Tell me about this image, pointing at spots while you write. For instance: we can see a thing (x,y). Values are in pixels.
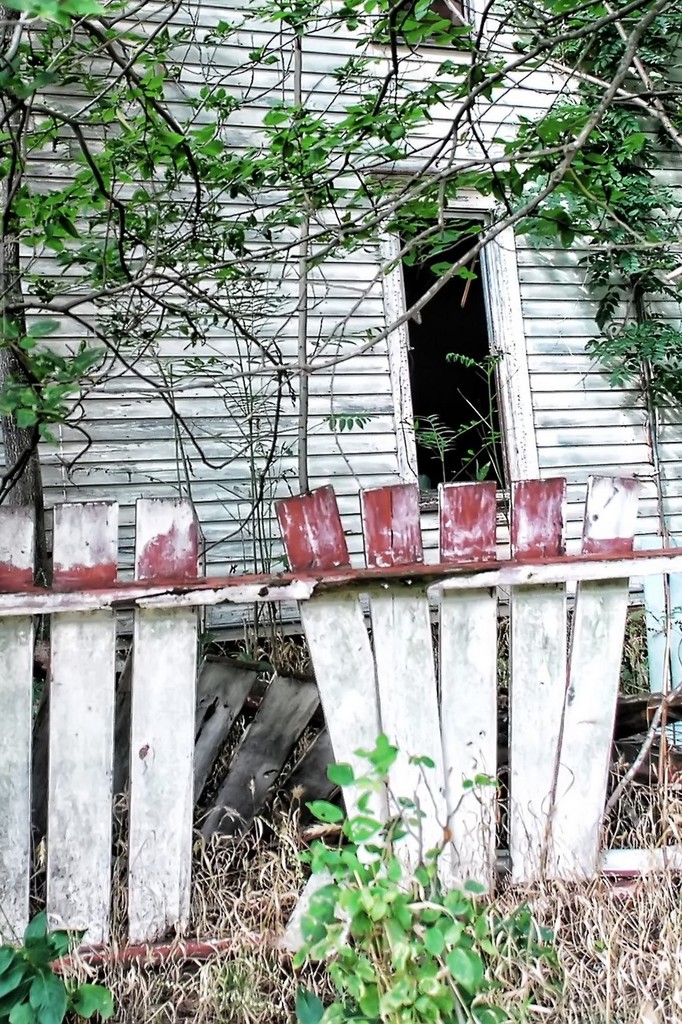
In the image there is a wooden fence (344,679), behind the wooden fence (440,627) it seems like there is a house (325,308) and in front of the house (314,326) there are branches (394,219) of trees (119,270) and some other objects (265,727).
